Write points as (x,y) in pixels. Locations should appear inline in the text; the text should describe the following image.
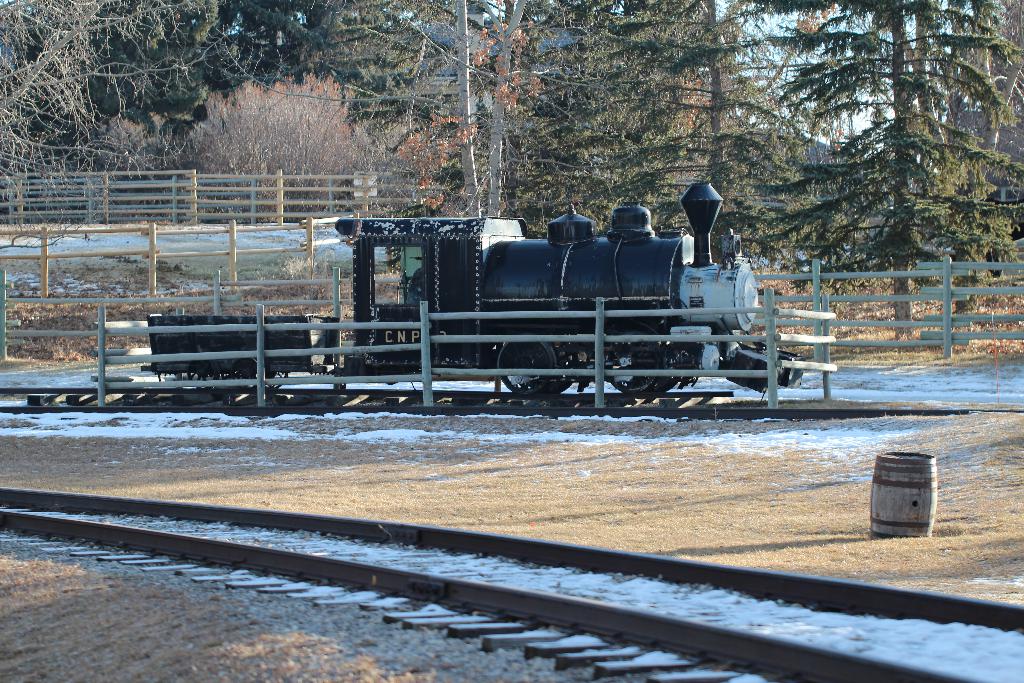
In this picture we can see a train engine (592,291), there are two railway tracks (350,520), in the background (905,104) there are some trees (630,88), we can see fencing (266,201) here, we can see the sky (843,27) in the background (864,112), at the bottom (270,609) there is snow (409,432) and some stones (241,603).
